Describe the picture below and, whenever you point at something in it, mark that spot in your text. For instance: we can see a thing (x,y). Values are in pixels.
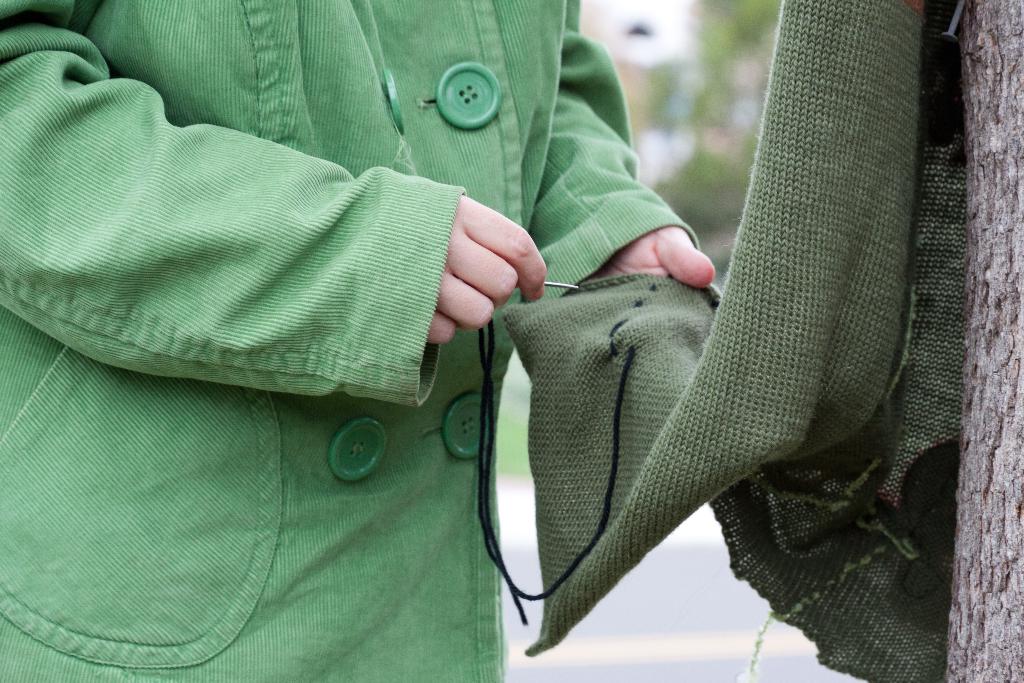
On the left side (177,389) there is a person (143,184) wearing green color jacket (236,350), standing and holding a cloth (702,327) which is hanging to a trunk (993,327). In the other hand (510,283) there is an object (565,286) which seems to be a needle (549,287). At the bottom (643,598) there is a road (666,607). In the background (698,140) there are some trees (709,106).
